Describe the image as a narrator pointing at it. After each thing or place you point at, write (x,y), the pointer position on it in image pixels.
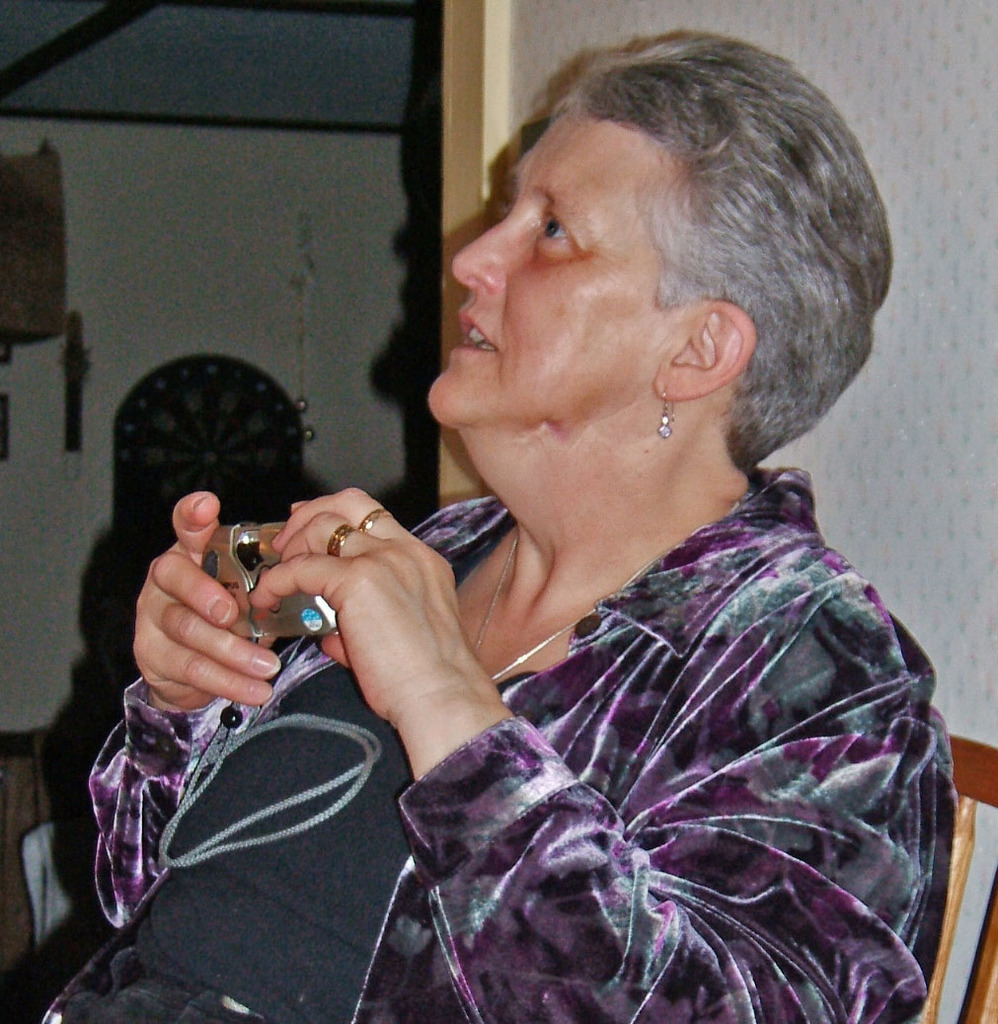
In this image we can see a woman (676,662) sitting on a chair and holding a camera (323,598) in her hands (382,590) and there is a wall (295,319) in the background (969,98).
